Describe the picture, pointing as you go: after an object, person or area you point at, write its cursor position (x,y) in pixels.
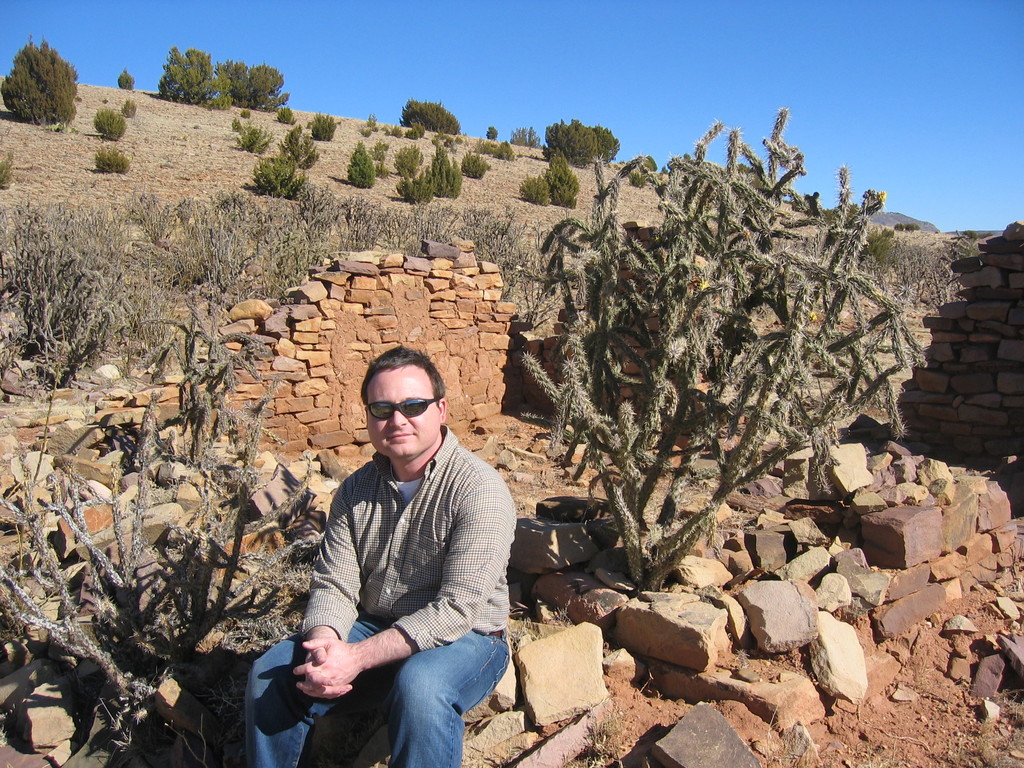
In the foreground (285,534) I can see a person (402,485) is sitting on a stone (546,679) and I can see plants (610,430). In the background (280,342) I can see stones fence (358,261), trees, grass (273,132) and the sky (641,129). This image is taken may be during a day.
